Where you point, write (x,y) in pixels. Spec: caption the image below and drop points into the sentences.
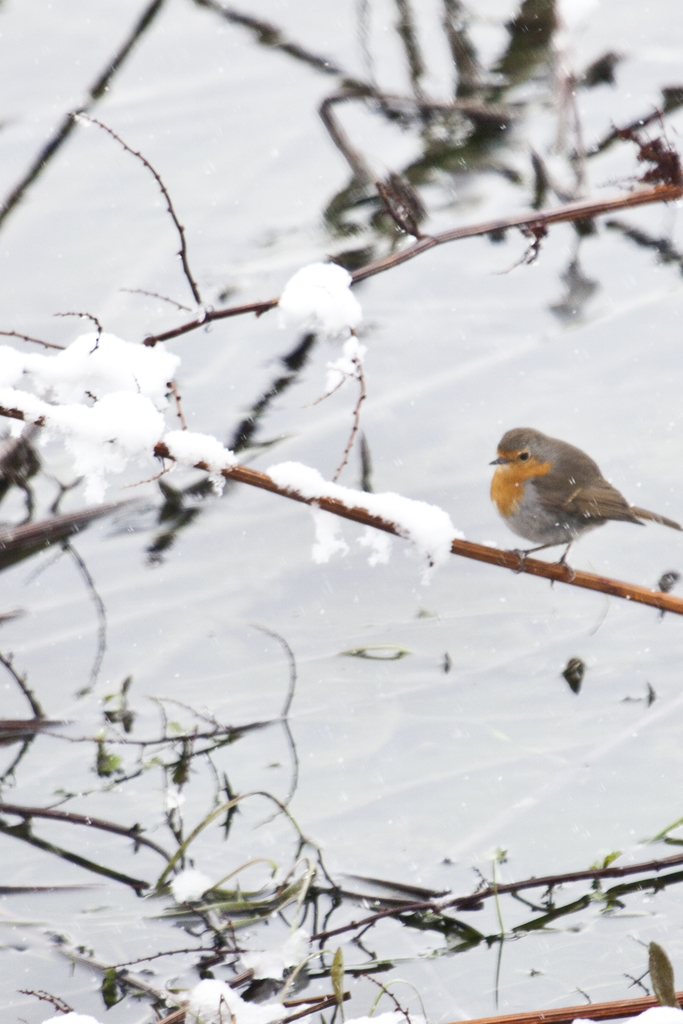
In this image we can see a bird (578,503) on the stem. In the background (533,859) there is water (529,403) and we can see snow (22,363).
